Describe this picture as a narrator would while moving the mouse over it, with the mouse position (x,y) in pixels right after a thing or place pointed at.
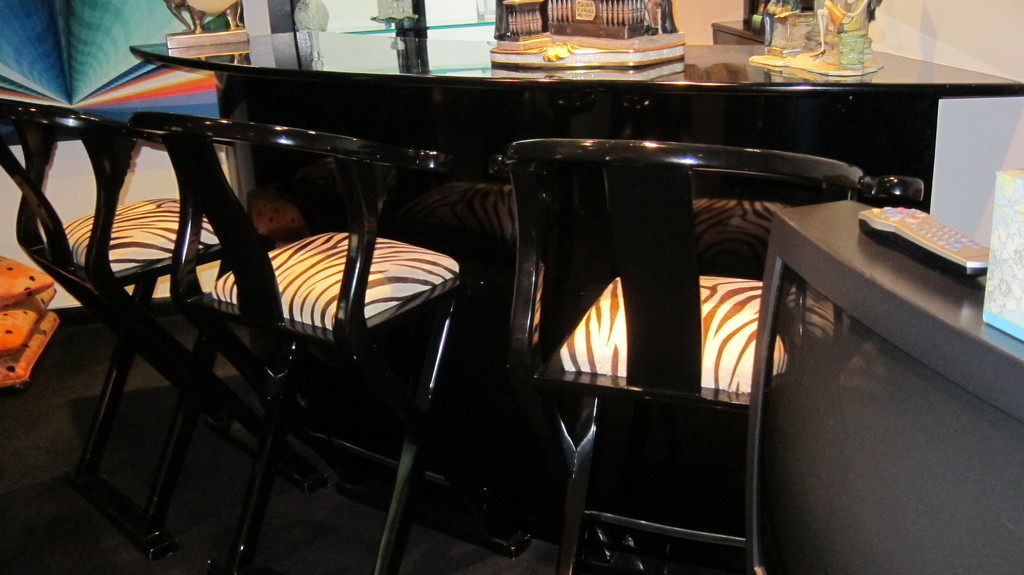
In the image I can see there is a table (520,97) with some objects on it, beside the table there are some chairs (287,368).
